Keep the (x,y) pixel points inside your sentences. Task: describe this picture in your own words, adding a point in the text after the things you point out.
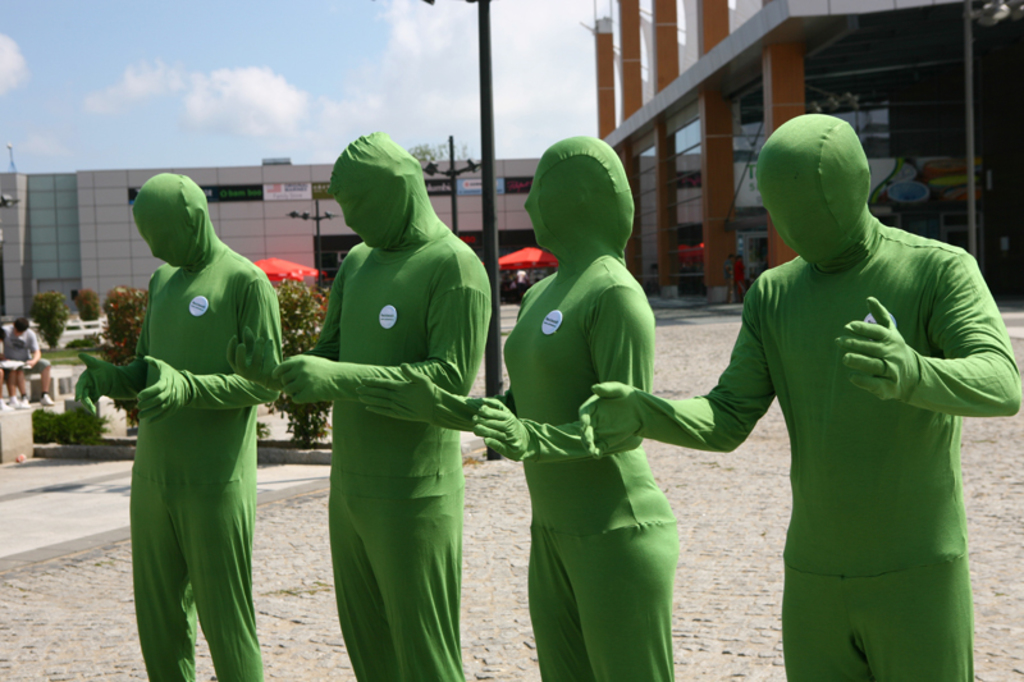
In this image, we can see people (527,355) wearing clothes (5,350). There are poles (493,234) and buildings (662,183) in the middle of the image (494,347). There are some plants (104,329) on the left side of the image (109,331). There are clouds (522,98) in the sky (533,82).
